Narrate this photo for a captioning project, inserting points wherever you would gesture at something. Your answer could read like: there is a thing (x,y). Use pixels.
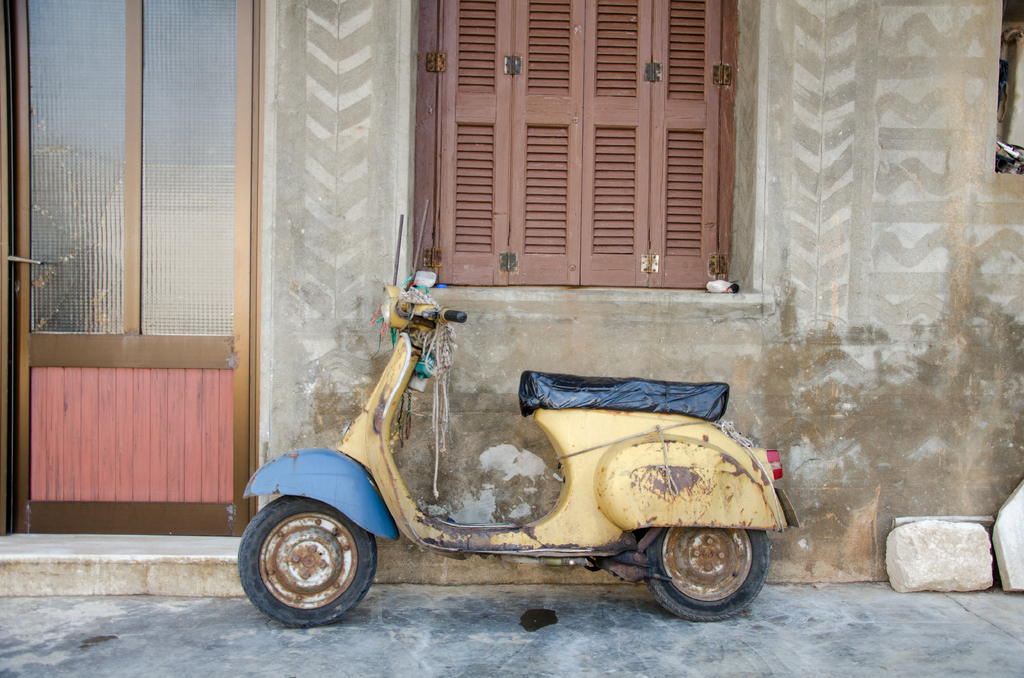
In the picture we can see a scooter (663,594) which is yellow in color parked on the path (40,664) near the house wall (892,395) near it, we can see a window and a door (214,358) and to the floor (487,599) we can see some rocks (941,557).
